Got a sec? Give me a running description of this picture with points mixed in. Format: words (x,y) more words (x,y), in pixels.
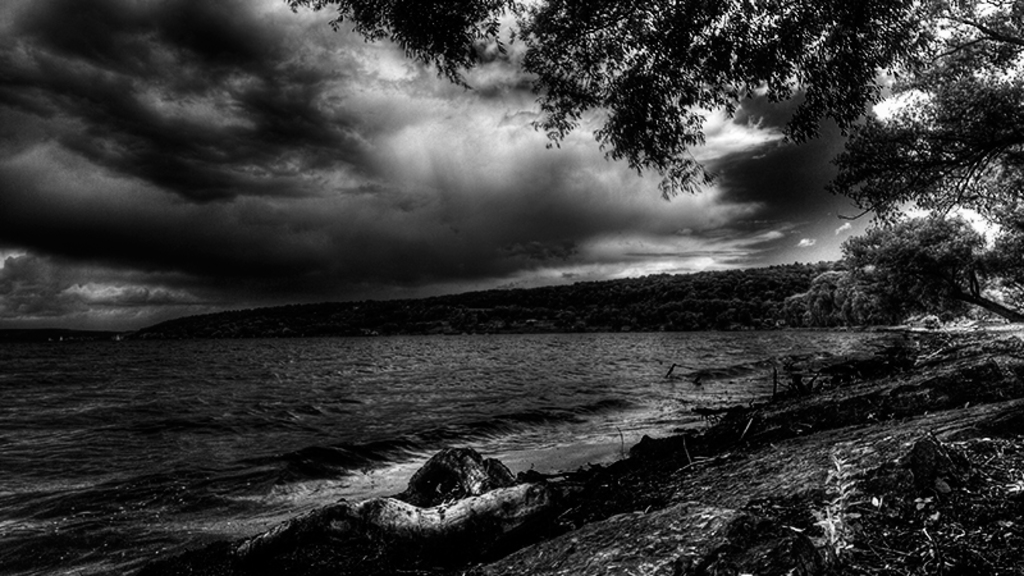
In this image there are trees (623,51) on the right corner (690,20). There is ground (586,531). There is water (189,483) on the left corner (151,466). There are objects (696,309) that look like trees (711,303) in the background (472,293). And it is dark and there are clouds (394,139) in the sky (345,162).
